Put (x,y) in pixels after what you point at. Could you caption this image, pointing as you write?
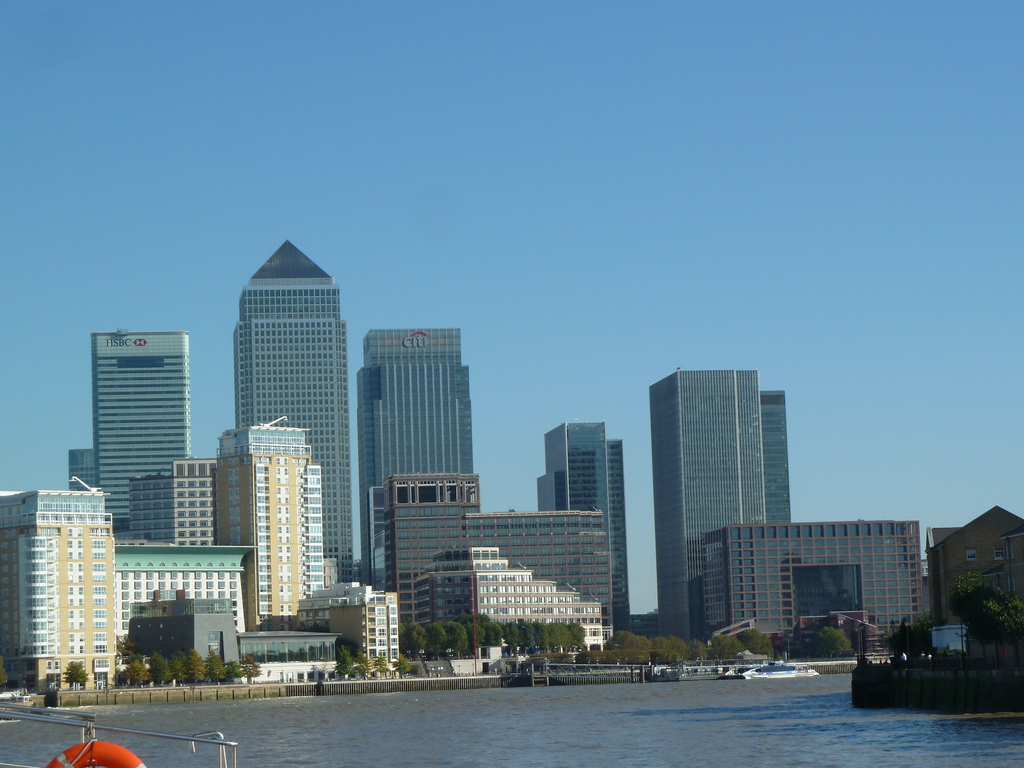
In this image, we can see so many buildings (880,595), trees (213,652), poles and water (668,727). Here it seems like a boat (773,675) is above the water (793,690). Background (114,210) there is the sky (330,220). Left side (91,748) bottom corner, we can see rods (189,741) and tube (103,765).
